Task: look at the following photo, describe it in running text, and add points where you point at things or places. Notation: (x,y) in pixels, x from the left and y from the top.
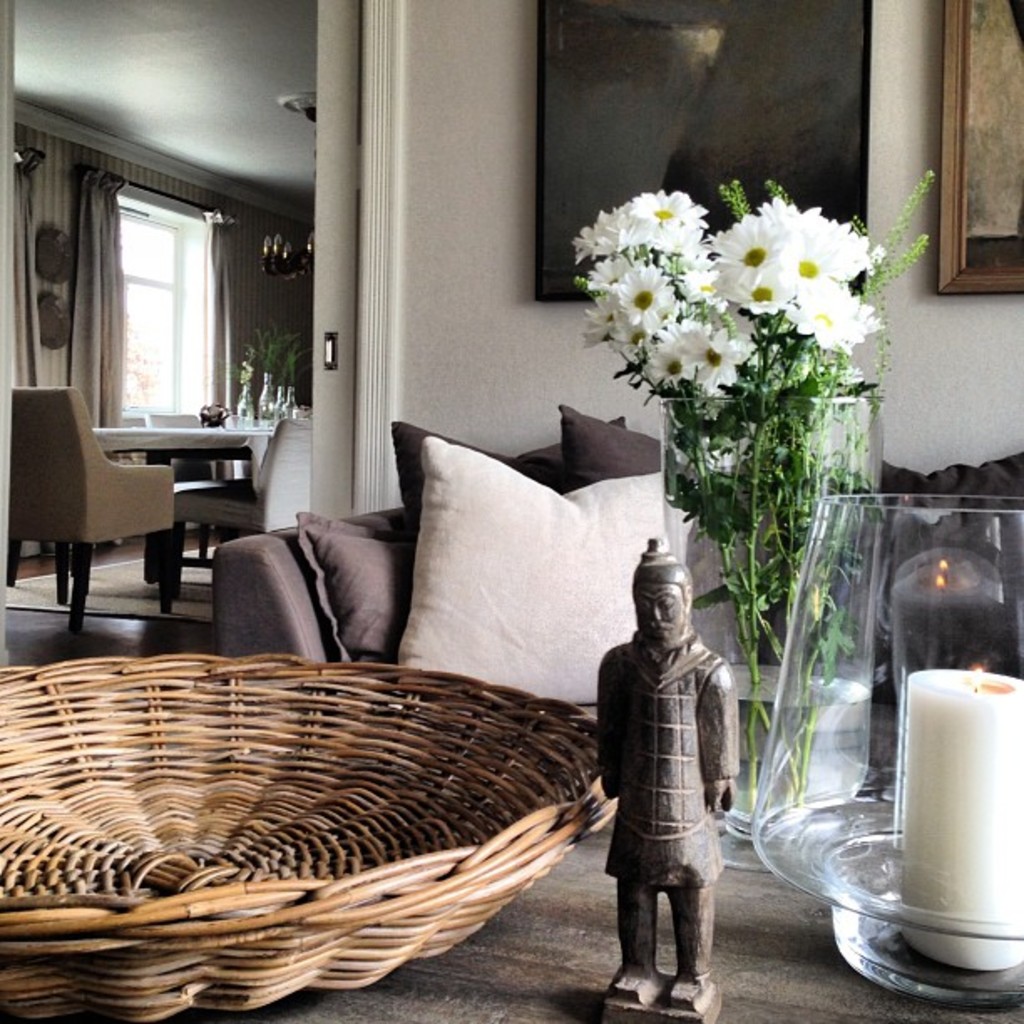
In this picture we can see basket (328,798), some toy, candle (966,877) in glass (884,683), vase (796,551) with flowers (702,320), sofa (502,509) with pillows (481,546) on it, table (166,455), chair (117,472), curtains (107,303) to window (203,305), frames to wall (421,360) and on table (211,430) we can see bottles (268,393).
